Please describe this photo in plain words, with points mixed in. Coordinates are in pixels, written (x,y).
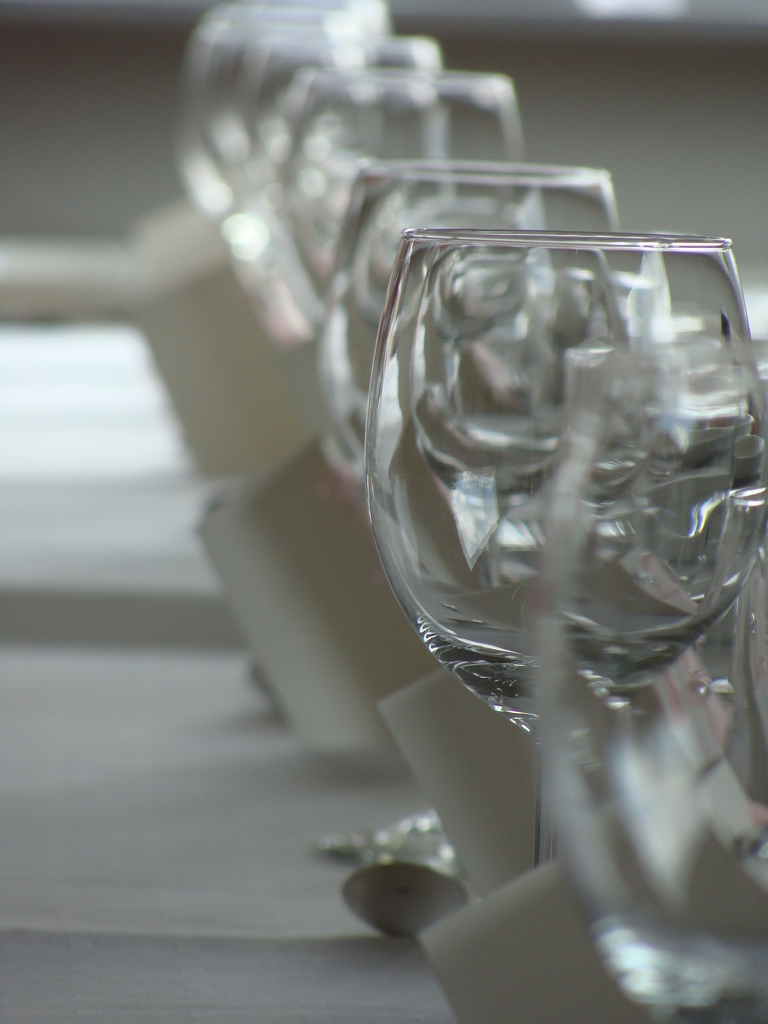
In the picture we can see a glasses (469,620) on the white surface (54,556).
